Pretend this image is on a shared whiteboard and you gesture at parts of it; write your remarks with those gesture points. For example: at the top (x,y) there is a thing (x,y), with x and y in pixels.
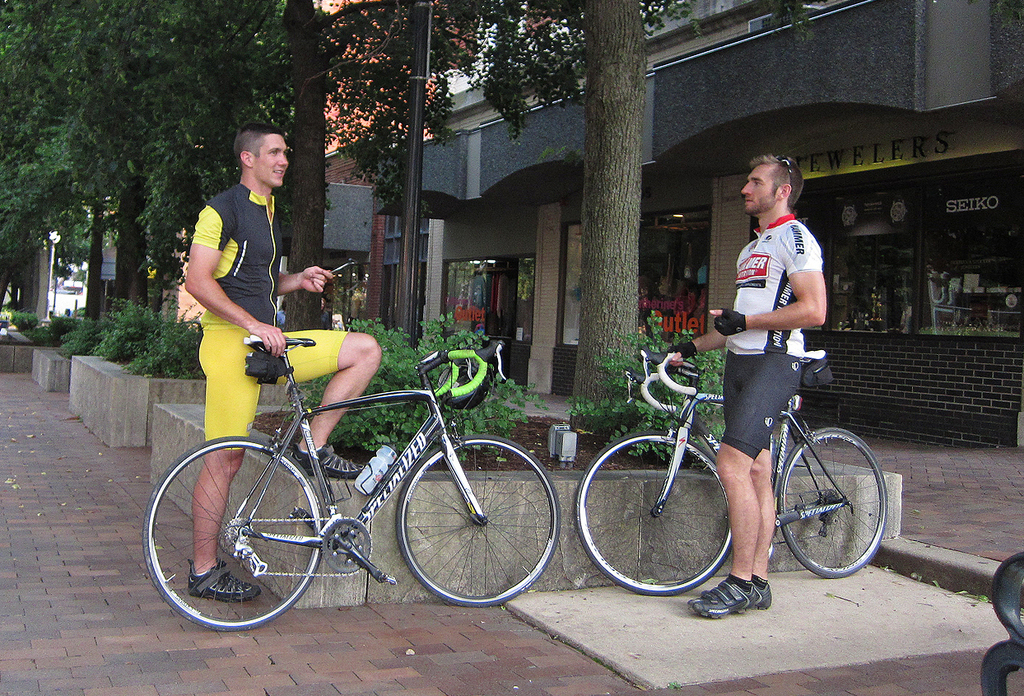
In this picture we can see there are two people (752,557) standing and holding the bicycles (503,507) and behind the people (332,390) there are plants (110,333), trees (602,361) and buildings (545,192).
